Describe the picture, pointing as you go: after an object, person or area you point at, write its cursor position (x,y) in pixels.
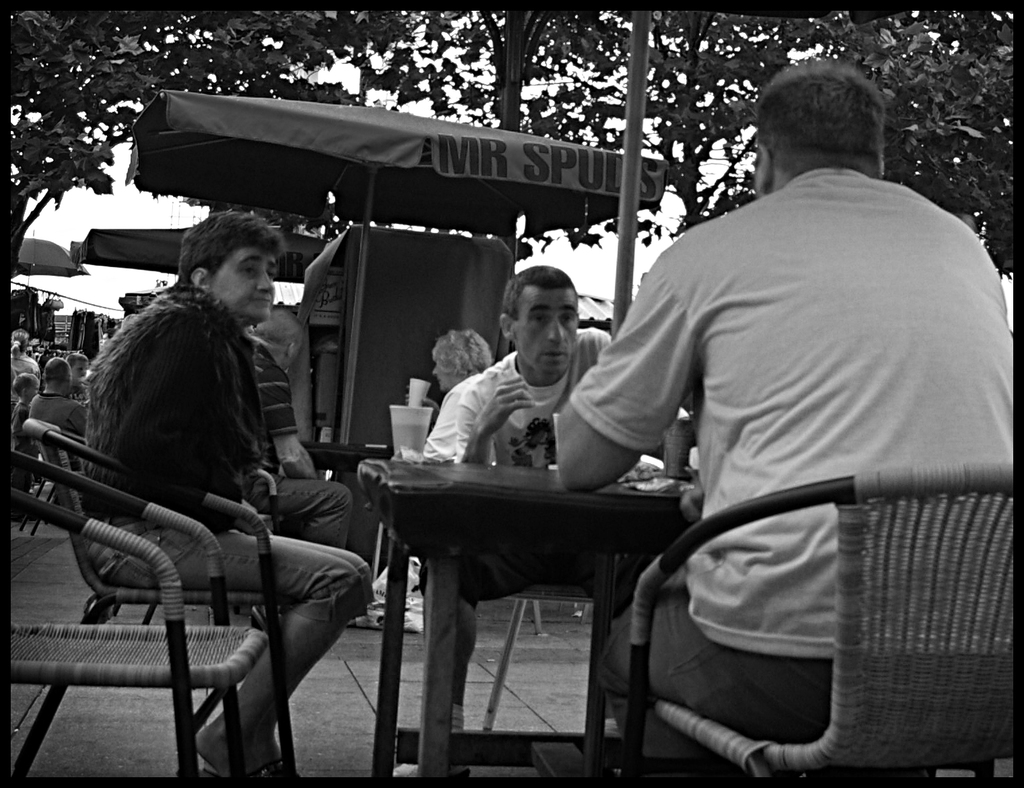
This is a black and white image. This is clicked outside. There are trees (590,52) on the top (755,74) and a store (495,205) in the middle (374,348). There is a table (609,562) in the middle (445,512) and chairs (92,569) around the table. There are people (507,418) sitting around that chair tables (820,500). There is umbrella (27,272) on the left side (62,253).
